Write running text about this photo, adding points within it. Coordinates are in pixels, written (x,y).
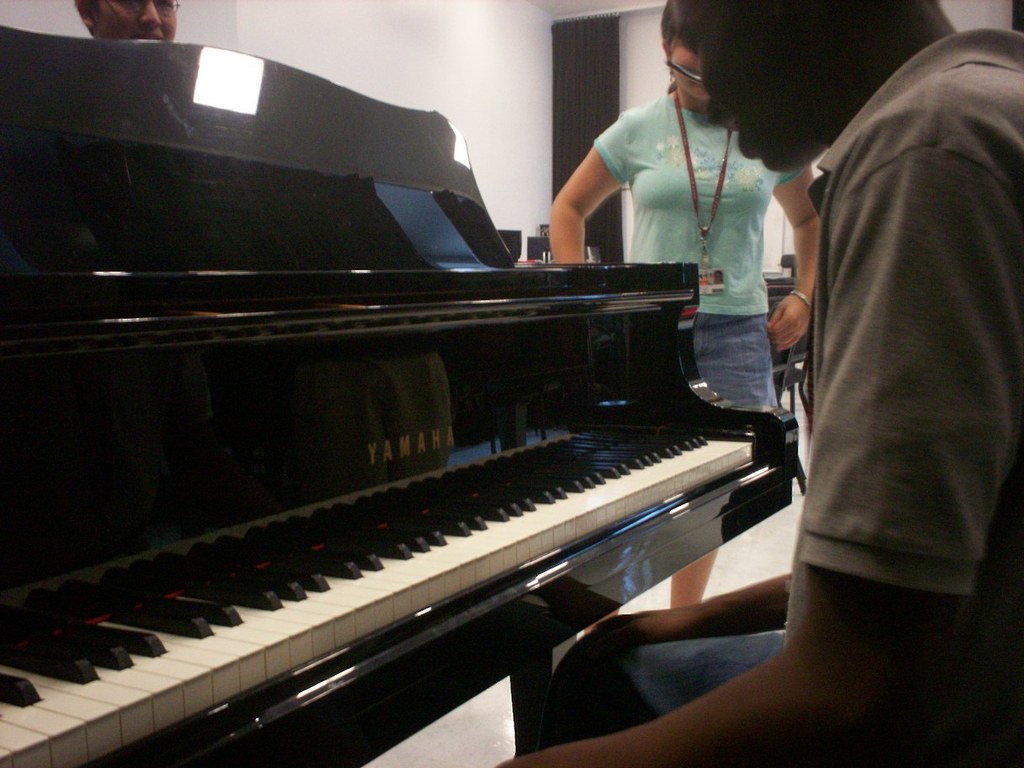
In this picture there is a piano (323,283). To the right (882,399) there is a man (842,502) who is wearing a grey shirt (874,523) is sitting on the chair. There is a woman (673,173) who is wearing a sea green top (686,174) and is standing in front of the piano (575,307). At the background (136,30) there is a person (141,15).
